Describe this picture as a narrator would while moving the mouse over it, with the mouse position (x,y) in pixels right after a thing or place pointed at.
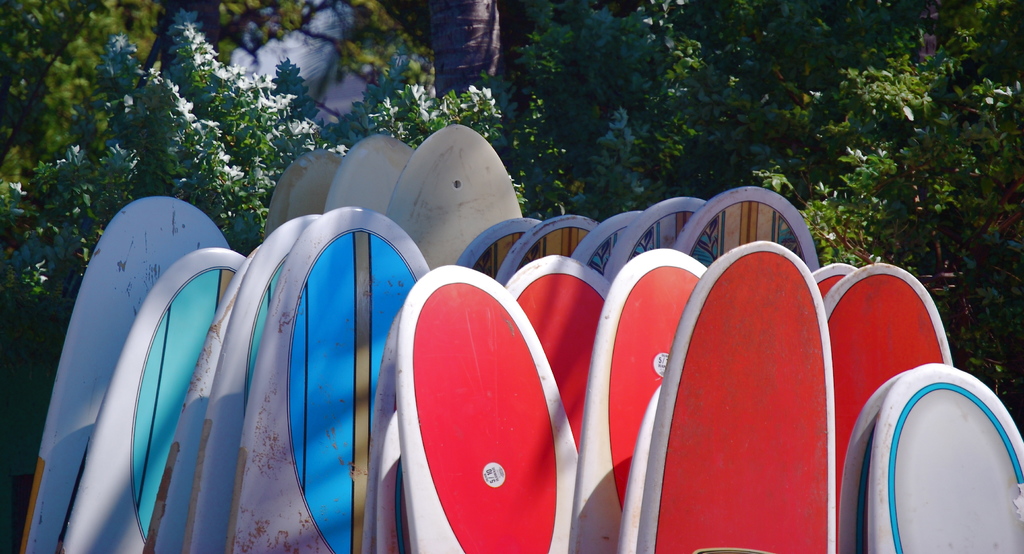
In this picture I can see there are different colors of surfing boards (438,314) and in the backdrop (292,131) I can see there are plants (473,123) and trees (788,146).
